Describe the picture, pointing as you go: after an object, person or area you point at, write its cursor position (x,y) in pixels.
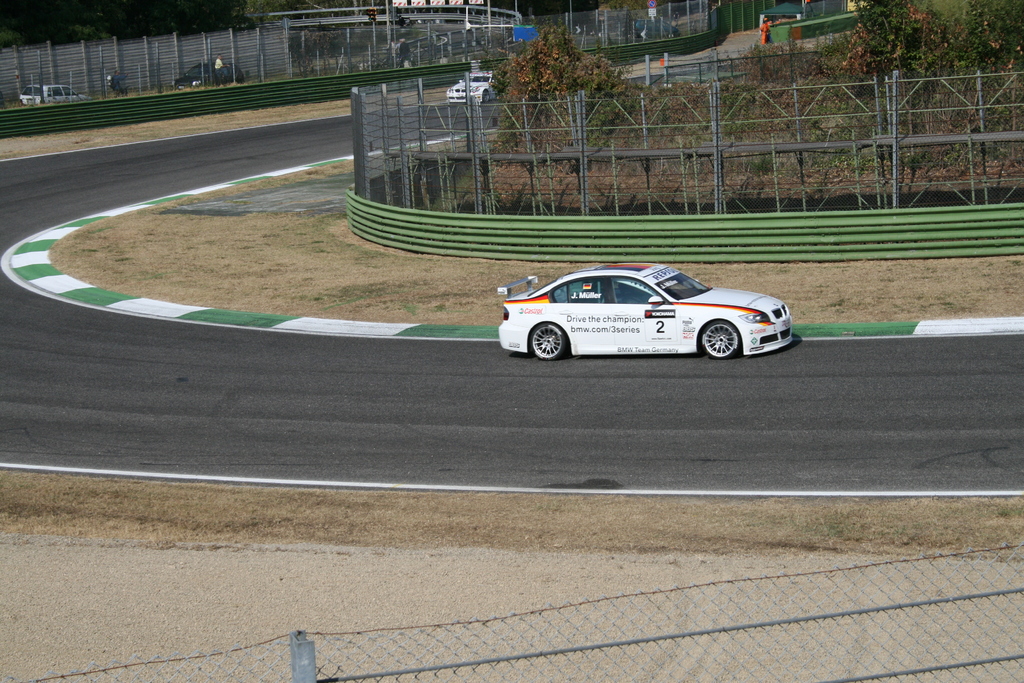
In this picture there is a white color car (651,299) on the road (719,398), beside that I can see the fencing (723,153). At the top (513,19) I can see the poles (290,65), fencing (612,43), car (65,93), bike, wooden partition (276,64) and people (223,59).
